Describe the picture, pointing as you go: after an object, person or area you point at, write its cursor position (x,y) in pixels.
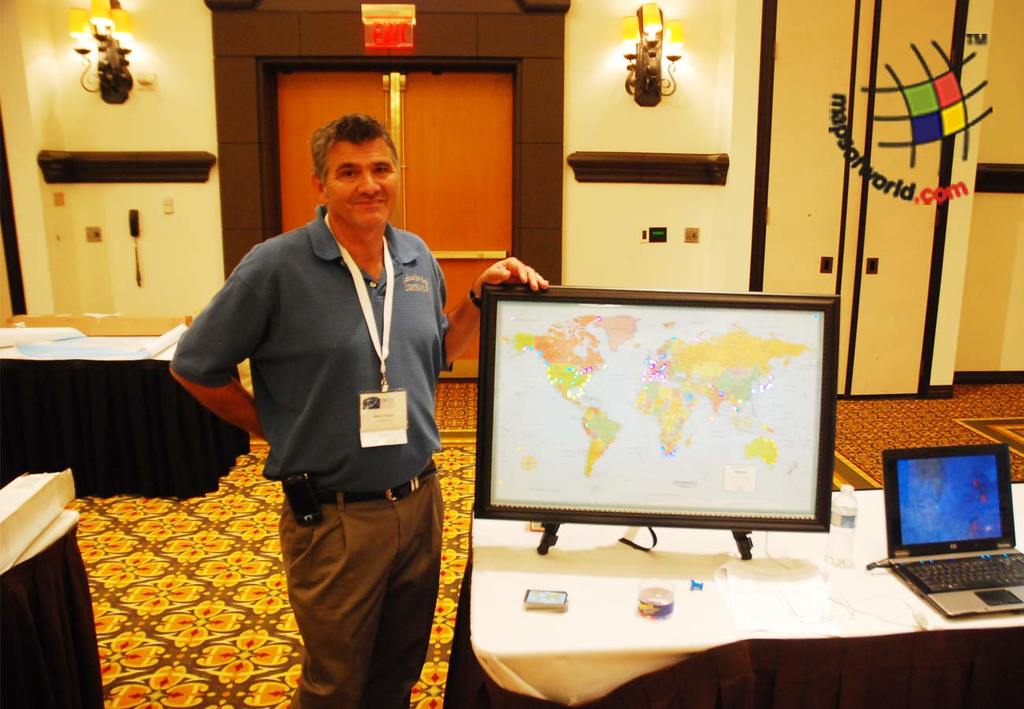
In the center (382,240) we can see man (361,240) standing. And we can see the monitor (640,493) on the table (621,580) and some more objects (986,593). Coming to the background (596,200) we can see wall (596,200), door (445,162) and some more objects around him.
